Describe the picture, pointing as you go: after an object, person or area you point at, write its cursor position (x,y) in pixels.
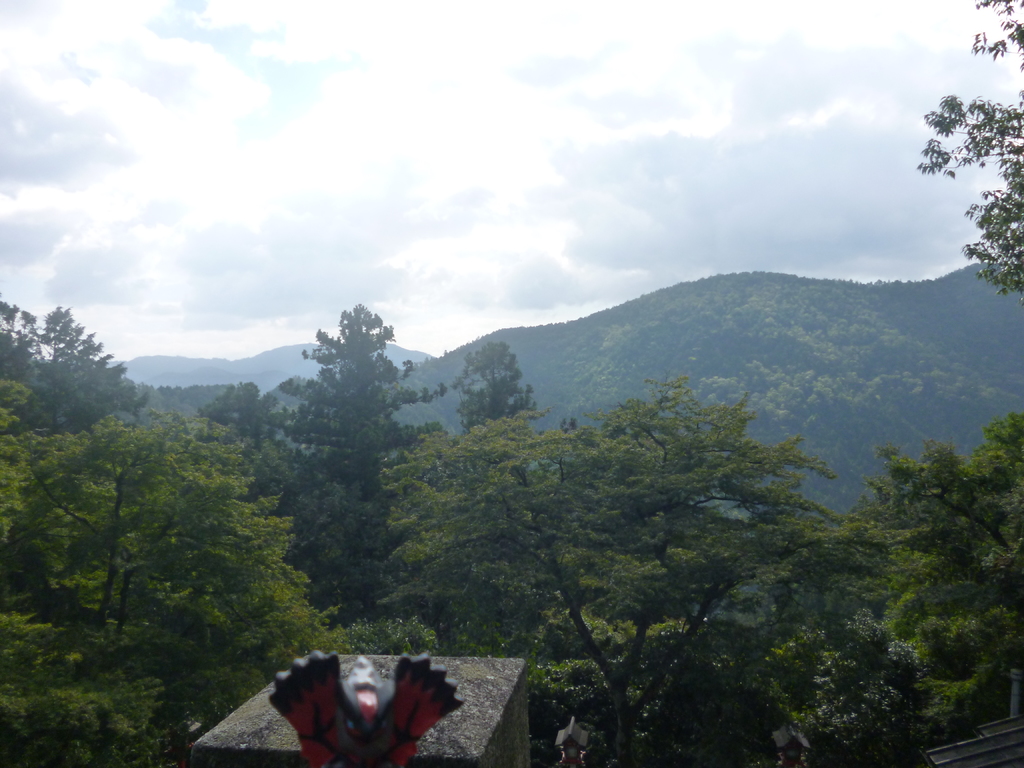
In the given image i can see a sculpture (372,742), stone (292,754), trees (6,358), mountains (566,332) and in the background (465,148) i can see the sky (465,148).
